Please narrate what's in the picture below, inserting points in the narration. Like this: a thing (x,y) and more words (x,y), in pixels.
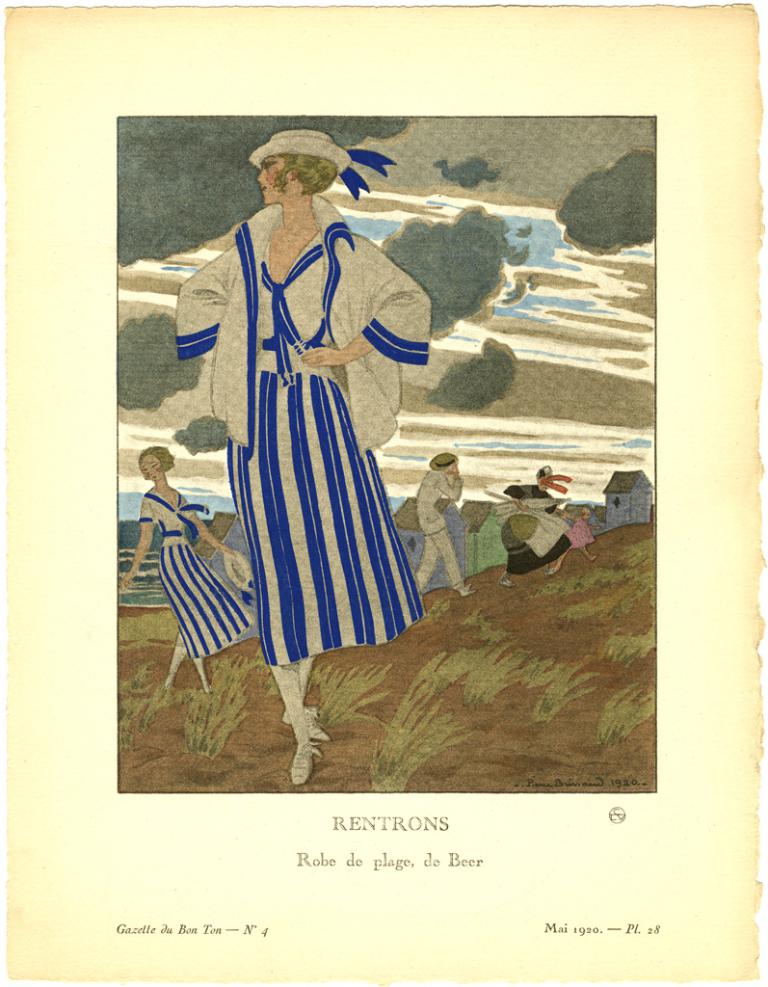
This image looks like a printed image in which I can see a group of people (589,539) on the ground (464,631), house (593,519), water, grass (483,691) and clouds (426,436).
